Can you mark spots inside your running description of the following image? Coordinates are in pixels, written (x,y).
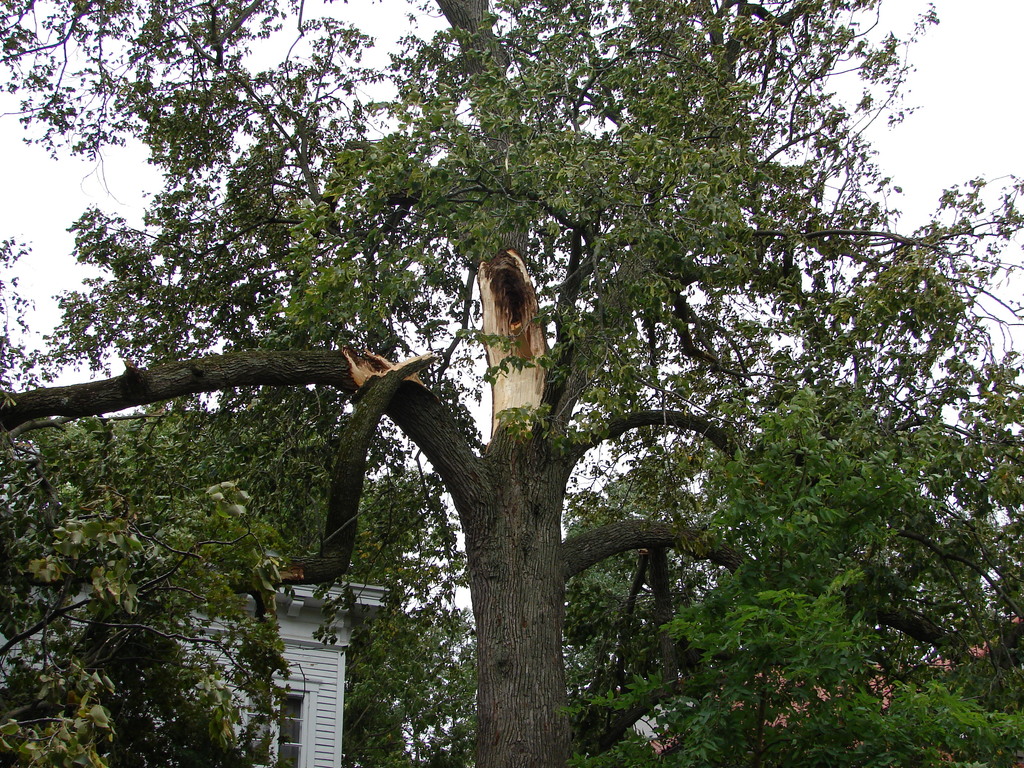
In this image in the foreground (213,593) there is a tree (361,498), and in the background (303,639) there are houses (302,714) and some trees (835,472).
